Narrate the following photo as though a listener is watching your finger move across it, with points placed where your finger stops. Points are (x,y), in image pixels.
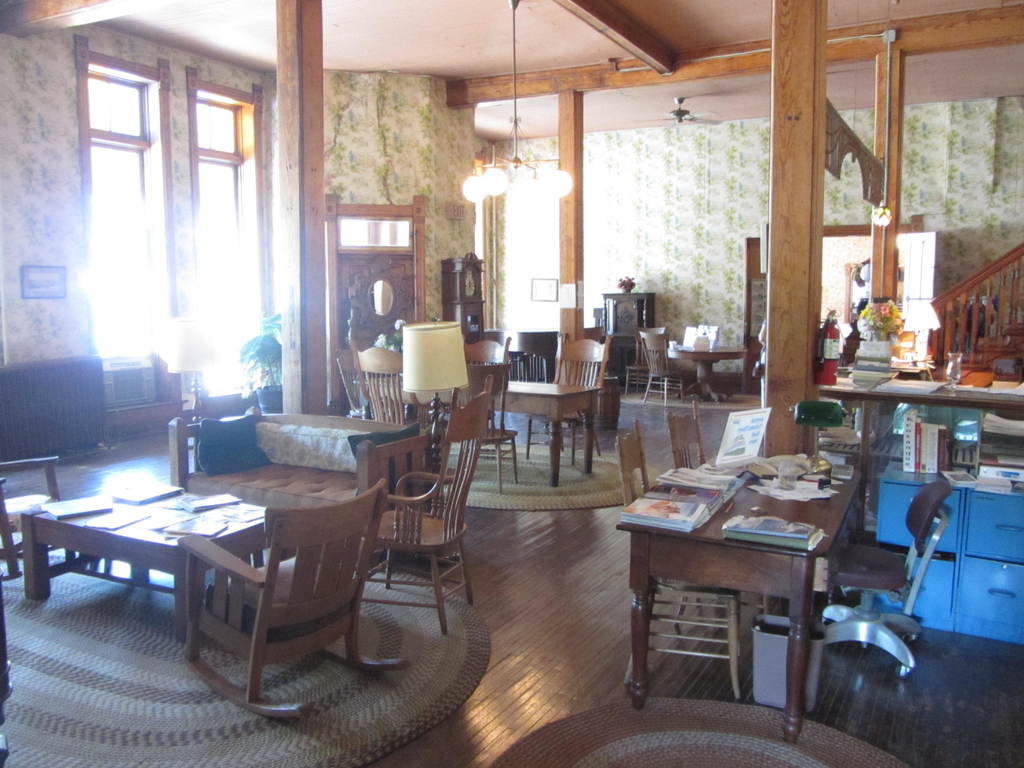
In this image, I can see a couch (295,454) with cushions (248,440) on it. This is a wooden table (106,543) with books (141,509). These are the chairs (501,380). This is the table (717,552) with books (738,478), lamp (822,416) and few other things (813,474) on it. This looks like a bookshelf (941,396). These are the drawers (969,539). I can see the fire extinguisher (834,368) and a flower vase (886,338). This is the lamp (439,385). These are the wooden pillars (575,187). I can see the wooden table (582,392). These are the carpets (537,473) on the floor (600,660). This looks like a dustbin (773,661), which is under the table (780,570). Here is the window (126,234). I can see the frames (554,293) attached to the wall (44,182). This is the lamp (511,162) hanging to the roof (511,40). I think this is the staircase holder (953,313).
